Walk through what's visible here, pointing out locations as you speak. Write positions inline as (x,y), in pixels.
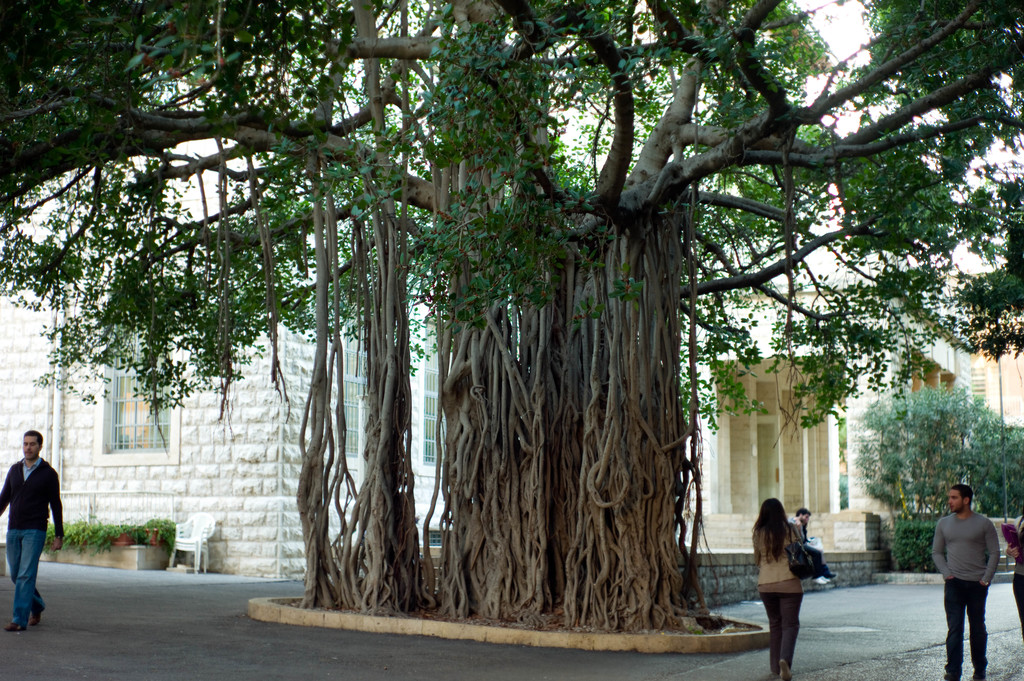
In this image I can see a group of people (788,568) are walking on the road (431,638), trees (663,581), fence (704,555), buildings (727,547), houseplants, chairs (195,541) and the sky (794,1). This image is taken may be during a day.
